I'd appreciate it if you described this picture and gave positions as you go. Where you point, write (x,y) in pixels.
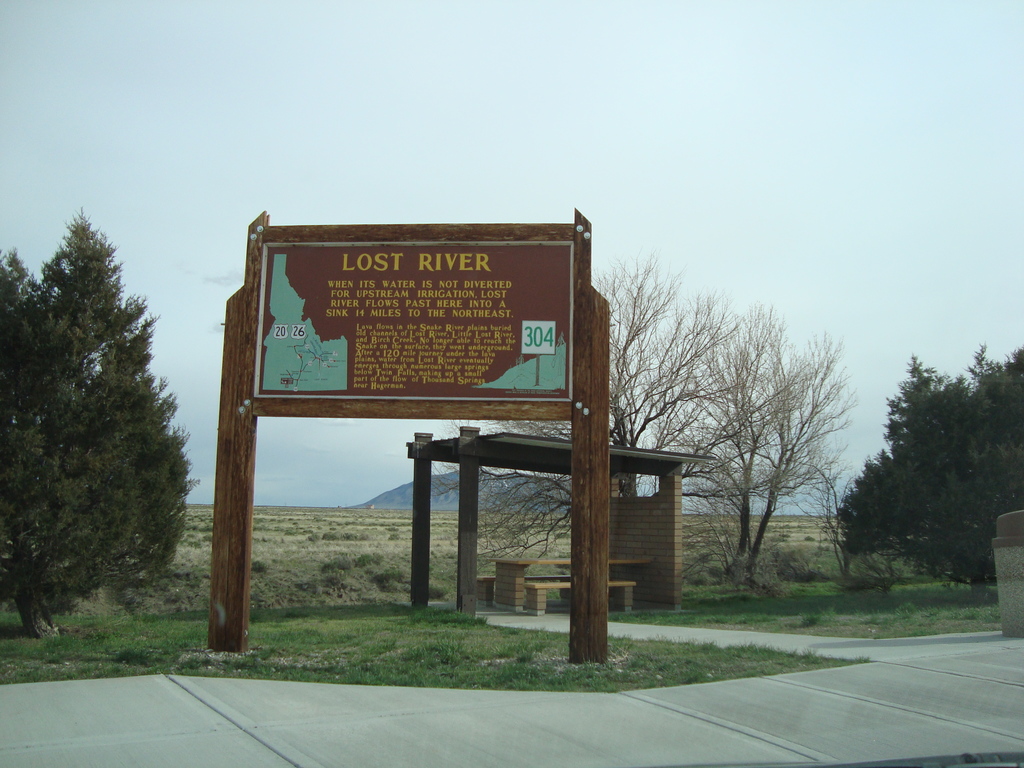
This picture describe about the brown color naming board (362,334) on which "lost river" is written. Behind we can see tree (115,535) and shed roof (420,456) under which we can see a wooden bench (530,590) and table (515,592). In the background (776,378) we can see some dry trees (545,488) and mountains (387,496).
